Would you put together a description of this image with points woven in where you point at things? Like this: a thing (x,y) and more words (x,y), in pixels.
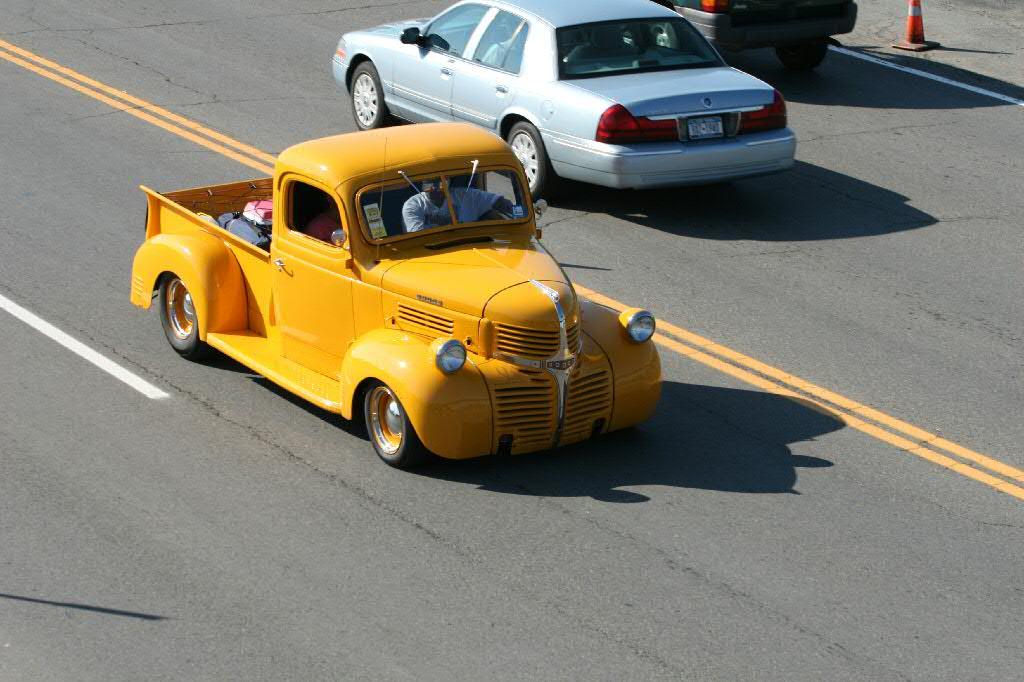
This image consists of cars (503,250) moving on the road (850,661). In the front (358,296), we can see a car (324,287) in yellow color. At the bottom (498,528), there is a road (581,570).
